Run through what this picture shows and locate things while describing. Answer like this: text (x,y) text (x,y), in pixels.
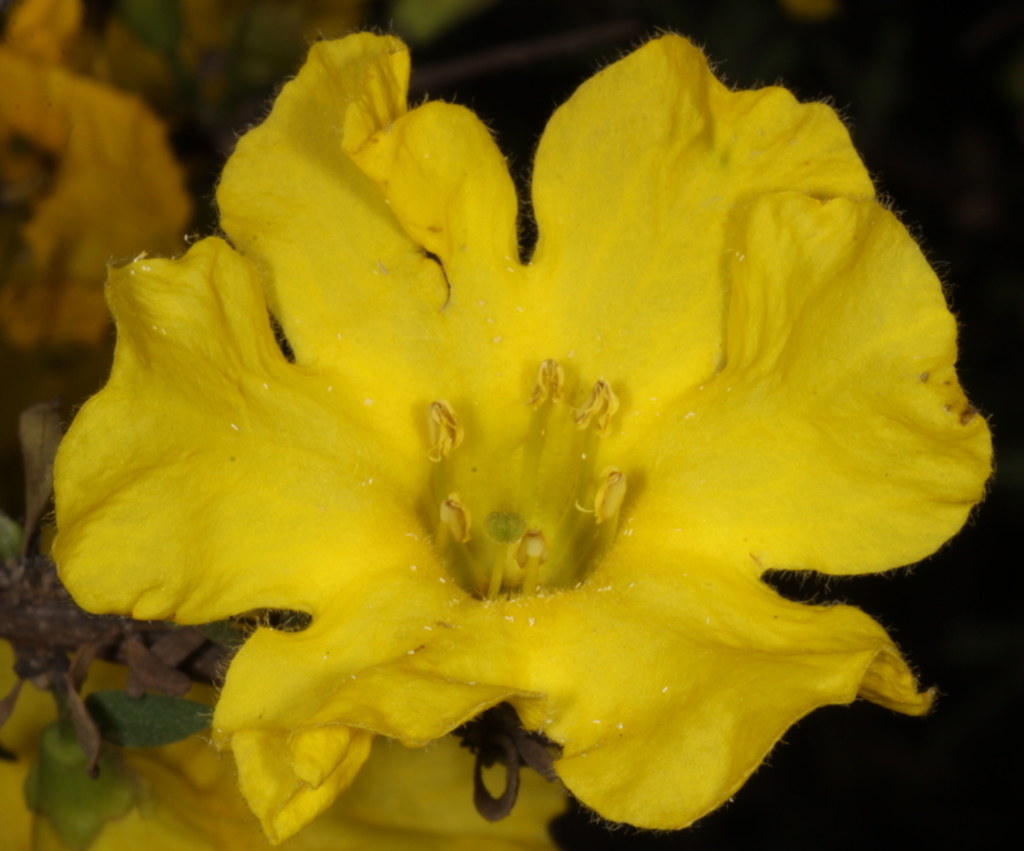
In the middle of this image (530,429), there is a yellow color flower (346,510) of a plant (45,441) having yellow color flowers (132,571) and green color leaves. And the background (885,806) is dark in color.
